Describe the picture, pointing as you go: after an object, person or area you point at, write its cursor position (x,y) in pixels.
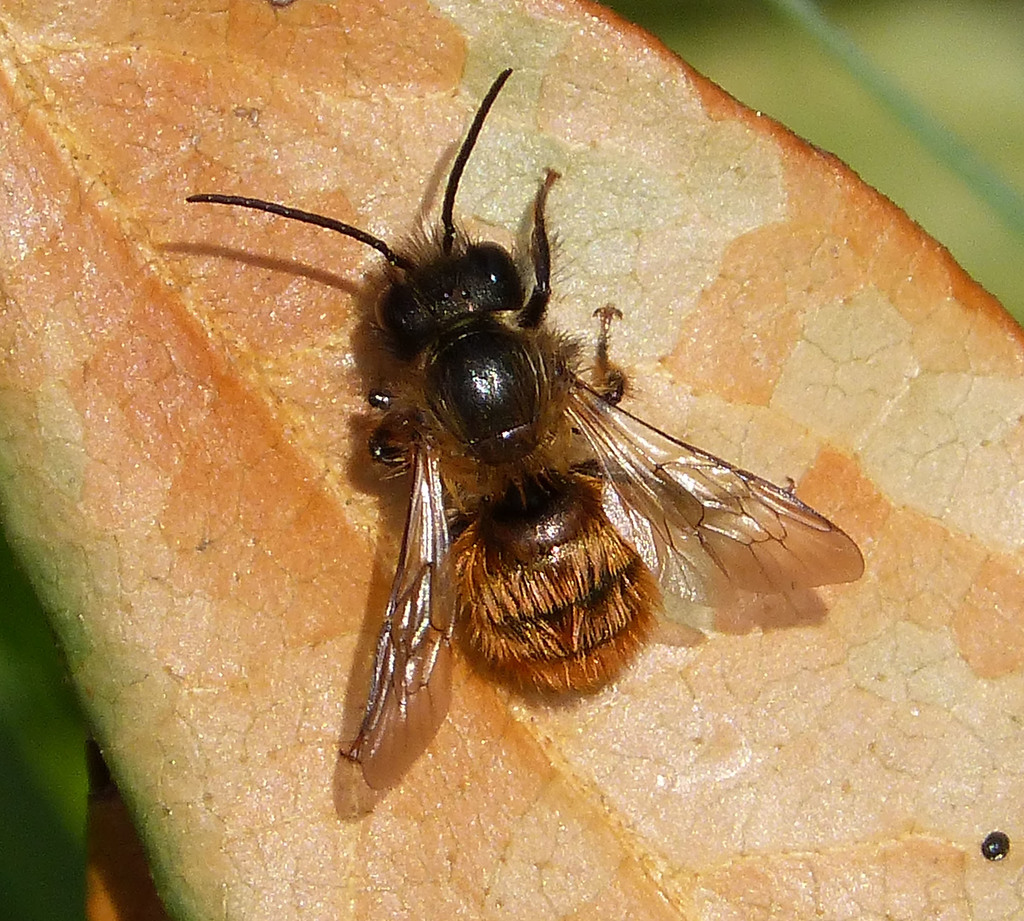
This image consists of a bee (421,614) on a leaf (243,710). It looks like the leaf (120,381) is dried and it is in brown color.
